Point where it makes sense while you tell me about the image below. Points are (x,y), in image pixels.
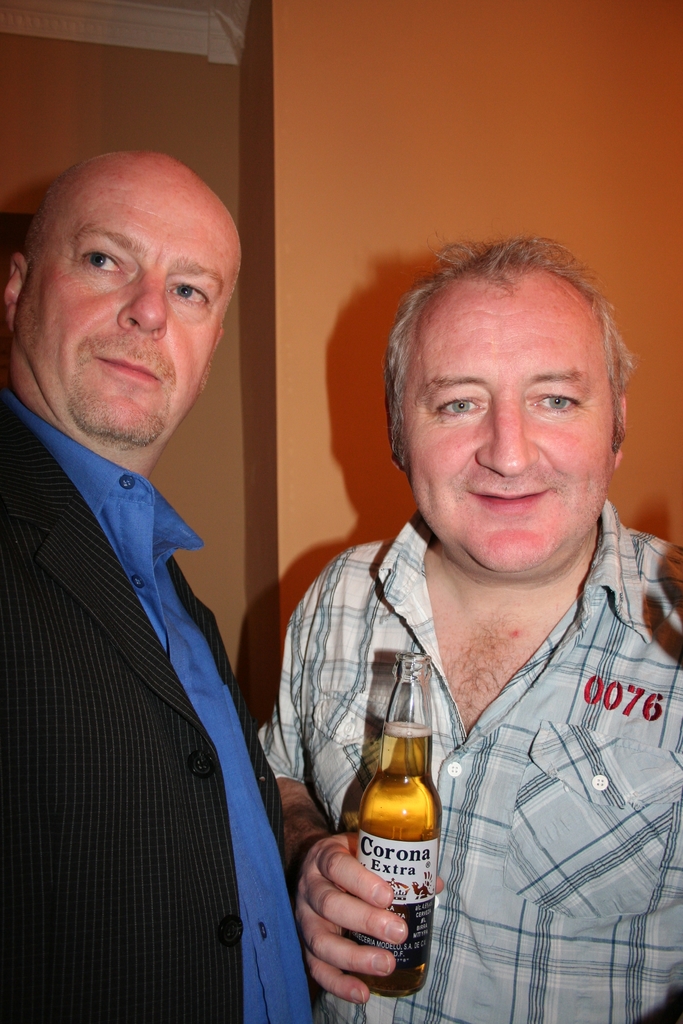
In this image I can see two people (125,278). Among them one person (105,662) is wearing the blazer (105,858) and another person (438,771) is holding the beer bottle (408,840).
